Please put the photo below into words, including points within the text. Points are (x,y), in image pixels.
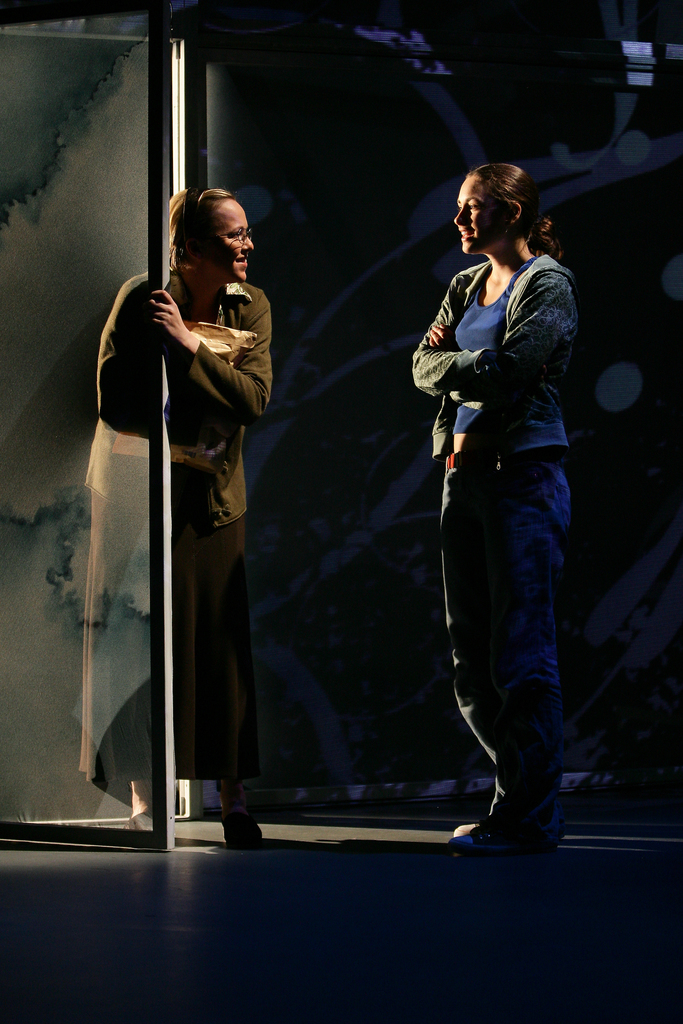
In this image, we can see two persons (222,407) standing and wearing clothes (465,659). There is a glass door (108,716) on the left side of the image (51,383).
